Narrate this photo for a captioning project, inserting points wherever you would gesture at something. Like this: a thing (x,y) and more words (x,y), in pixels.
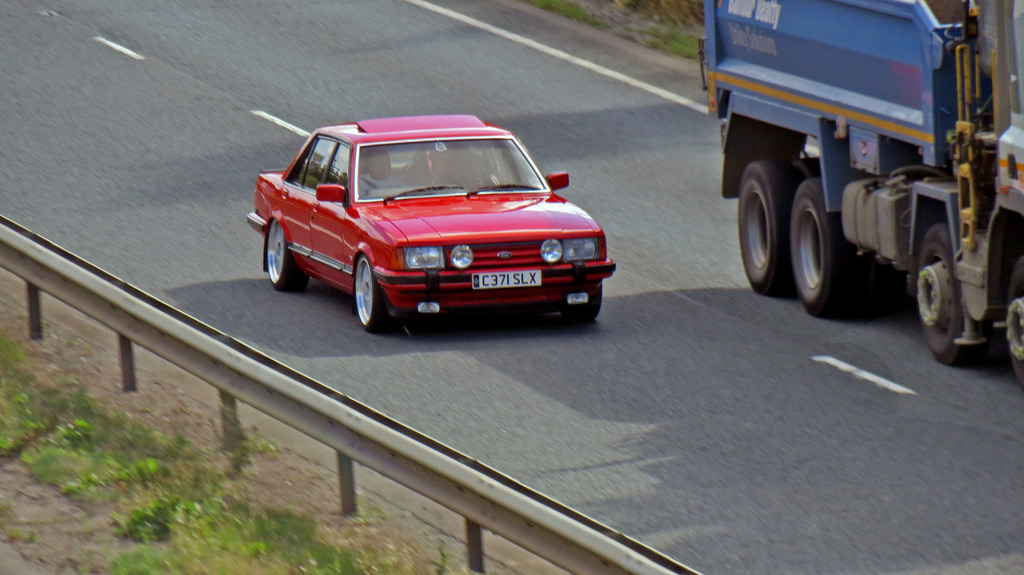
In the image there is a car (374,228) and another vehicle (818,158) moving on the road (587,409), on the left side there is a fencing (19,274) and behind the fencing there is a grass (150,519).
